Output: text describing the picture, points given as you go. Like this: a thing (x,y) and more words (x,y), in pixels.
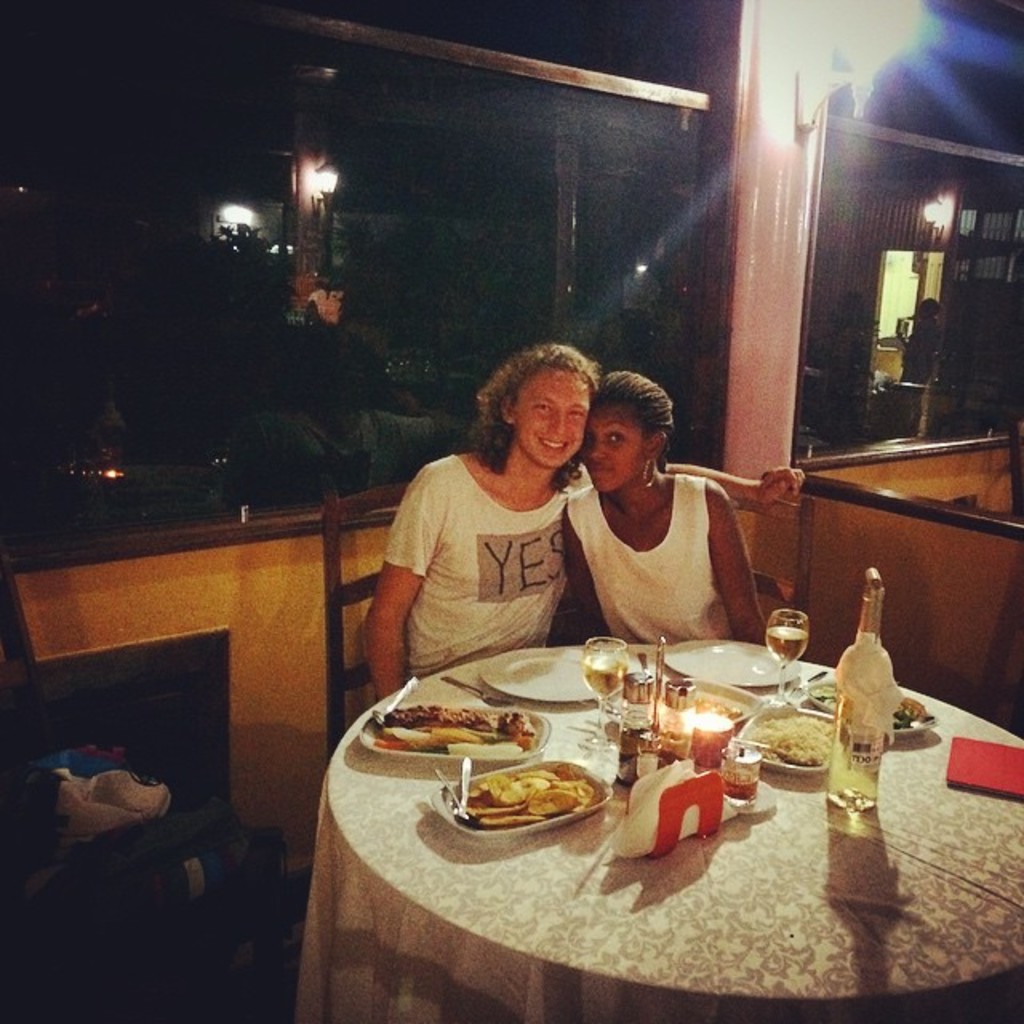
In the middle (347,677) 2 women (713,626) are sitting on the chairs (769,574) and there are food items (404,745) and vodka bottle (877,762) wine glasses (803,623) on this table (916,762).
